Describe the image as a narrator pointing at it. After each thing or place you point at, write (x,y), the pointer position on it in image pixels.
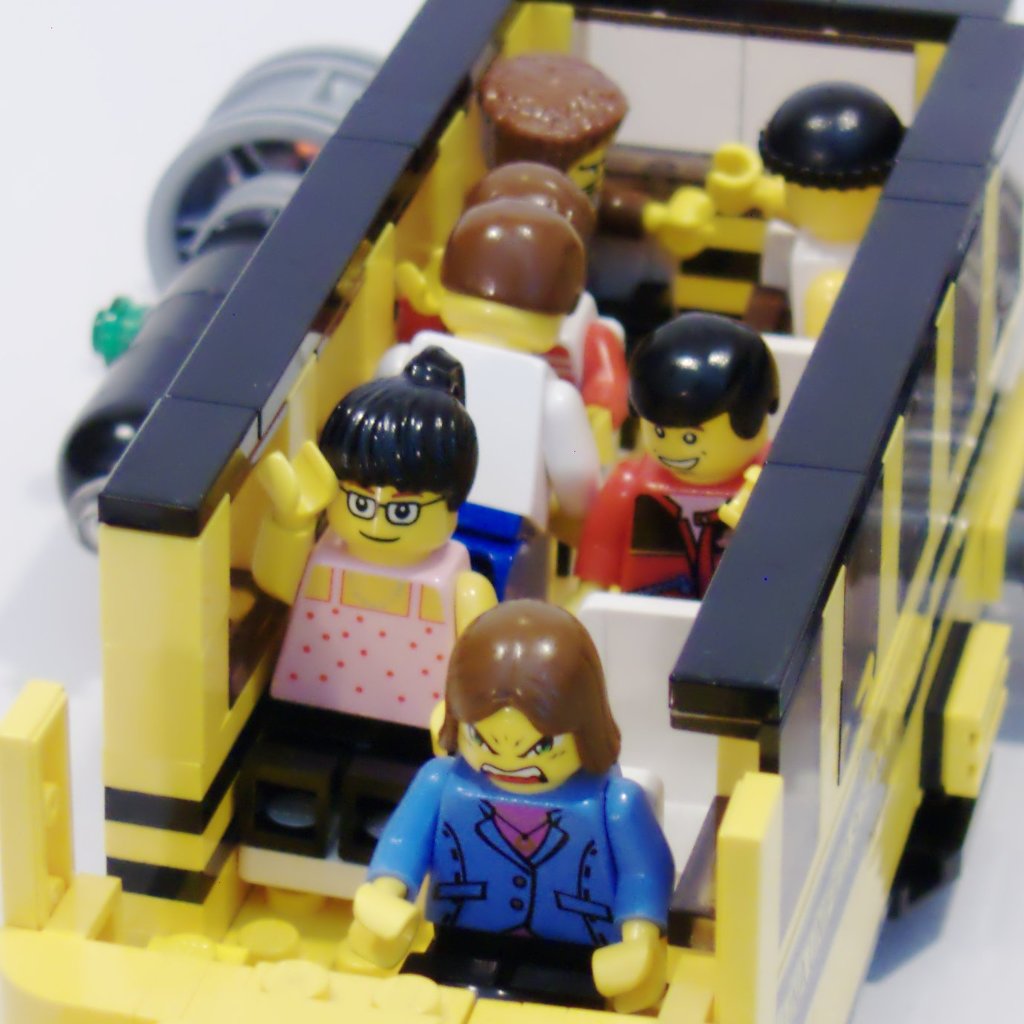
In this image, we can see a yellow bus toy (121,663) with some toy people (581,843) is placed on the white surface (929,954). On the left side (157,232), we can see some object (218,253).
